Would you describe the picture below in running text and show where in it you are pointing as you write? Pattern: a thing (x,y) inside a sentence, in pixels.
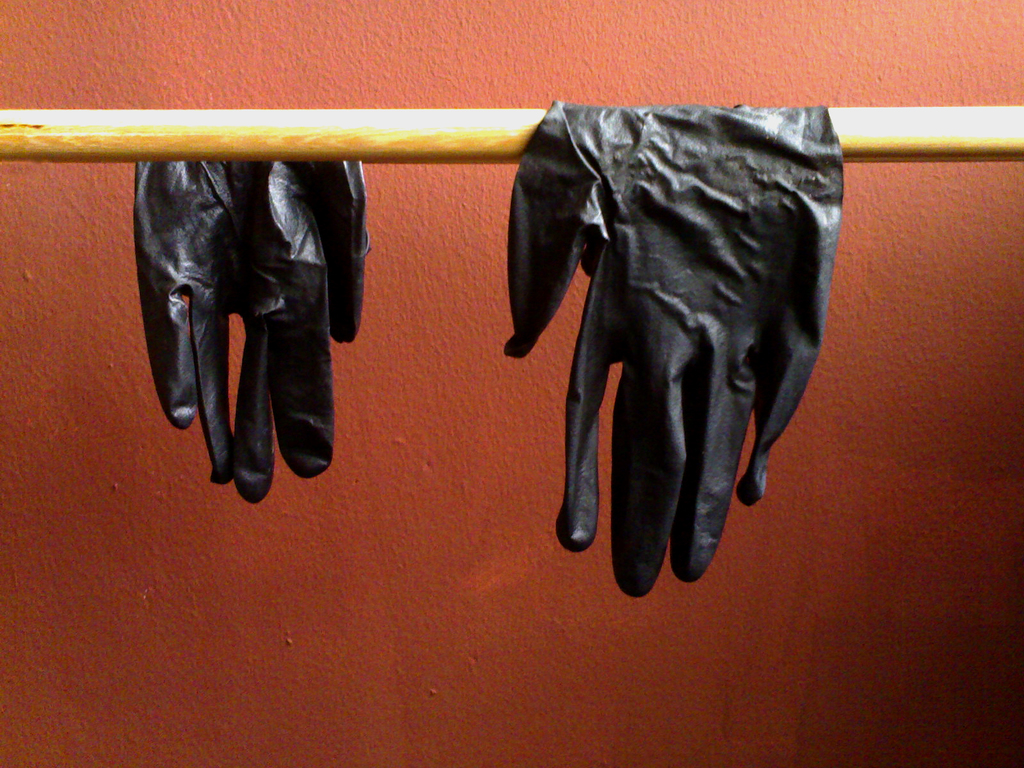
In this picture we can see gloves (248,170) on a stick (504,143) and in the background (86,223) we can see the wall (475,556).
